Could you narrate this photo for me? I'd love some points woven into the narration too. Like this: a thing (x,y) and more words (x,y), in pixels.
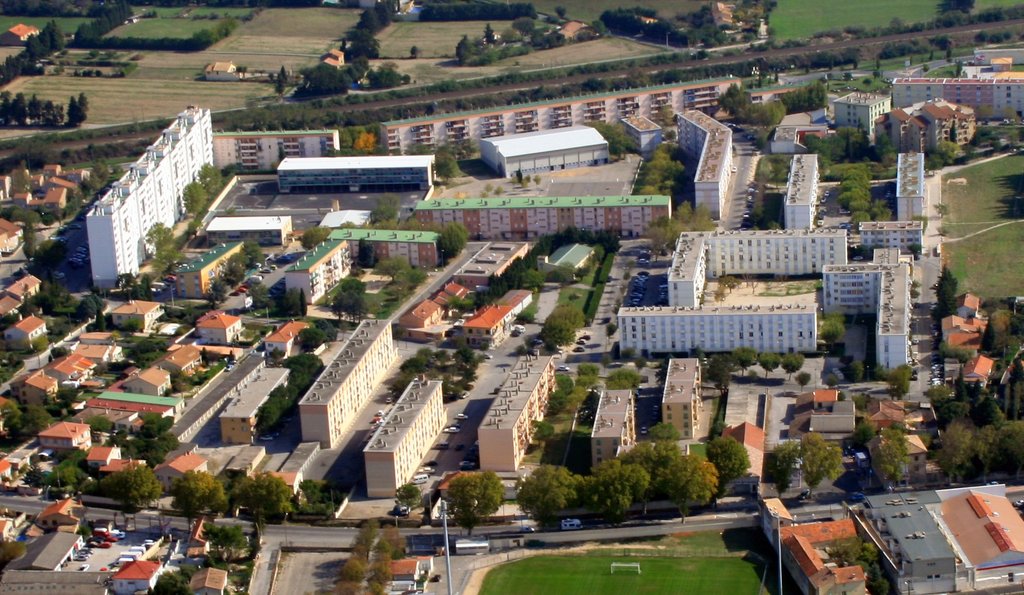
In the center of the image (367,210) there are buildings (500,419). There is a road (316,540). There are many trees (905,458).
